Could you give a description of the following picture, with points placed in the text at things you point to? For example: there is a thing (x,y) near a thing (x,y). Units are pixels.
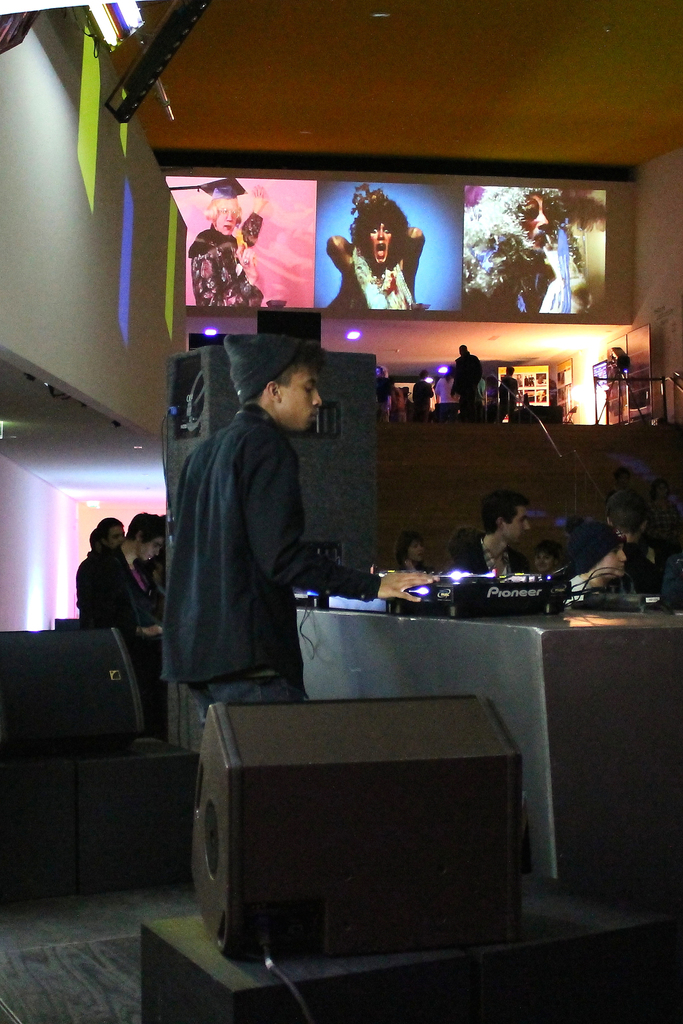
This picture shows a man (266,609) standing in front of a table (570,614) on which some DJ equipment (443,592) and accessories (438,611) were placed. In the background (637,561) there are some people (485,550) sitting and standing here. We can observe pictures (414,252) on the wall (180,245) here.
